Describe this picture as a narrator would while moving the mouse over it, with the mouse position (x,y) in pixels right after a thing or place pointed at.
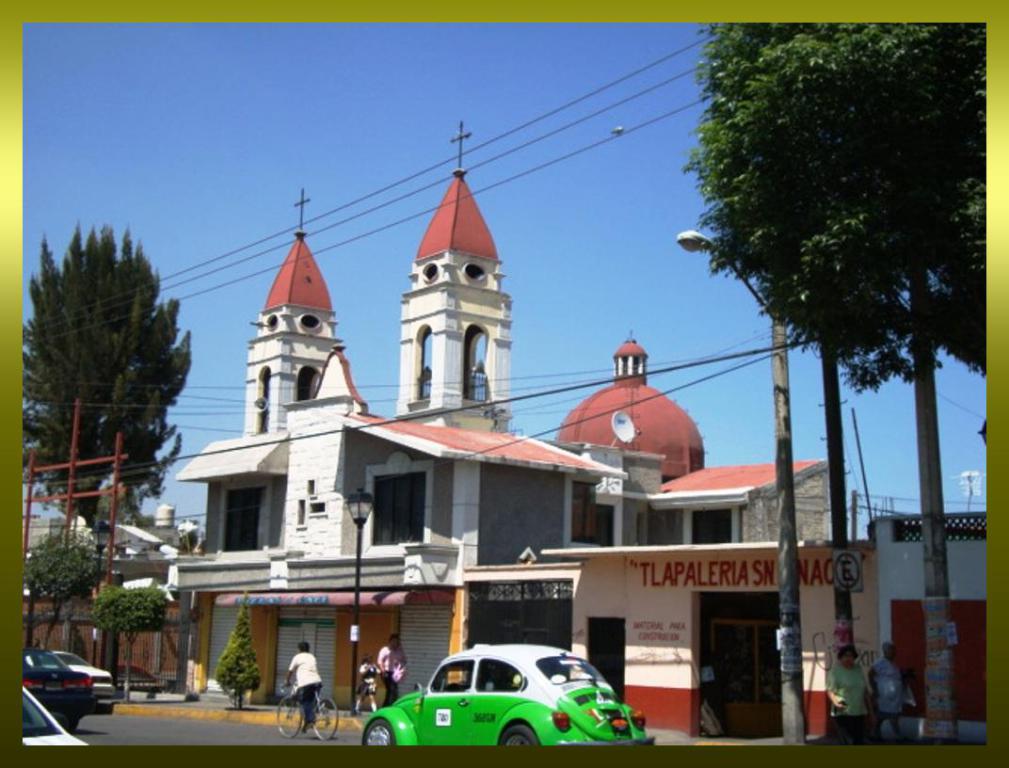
There are vehicles (633,725) on the road (112,729). There are people (306,690), poles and trees (845,189). There are wires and buildings (669,404) at the back (444,373).
